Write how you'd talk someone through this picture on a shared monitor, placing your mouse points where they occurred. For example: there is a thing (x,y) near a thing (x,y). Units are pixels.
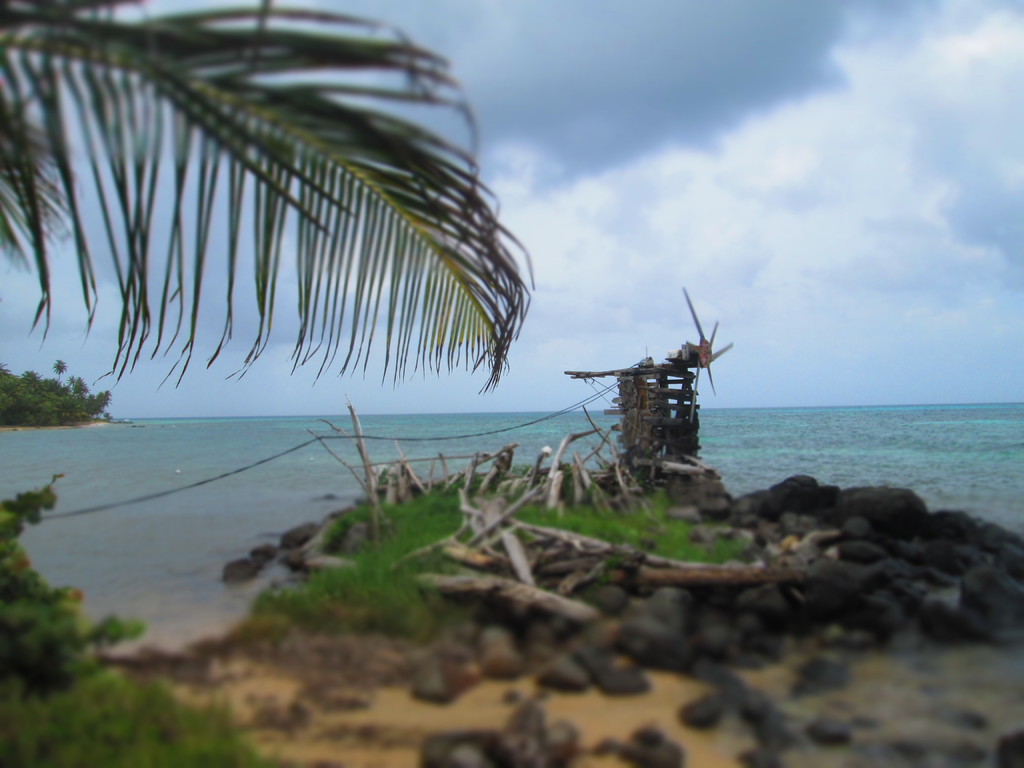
The edges of the picture are blurred. In the foreground of the picture (546,657) there are stones (546,684), grass (101,674) and sand (407,706). In the center of the picture (489,484) there are wooden logs (528,528), grass (413,524) and rocks (834,502). In the background (238,441) there is water (937,460). At the left (68,405) there are trees (47,394). Sky (821,263) is cloudy.
